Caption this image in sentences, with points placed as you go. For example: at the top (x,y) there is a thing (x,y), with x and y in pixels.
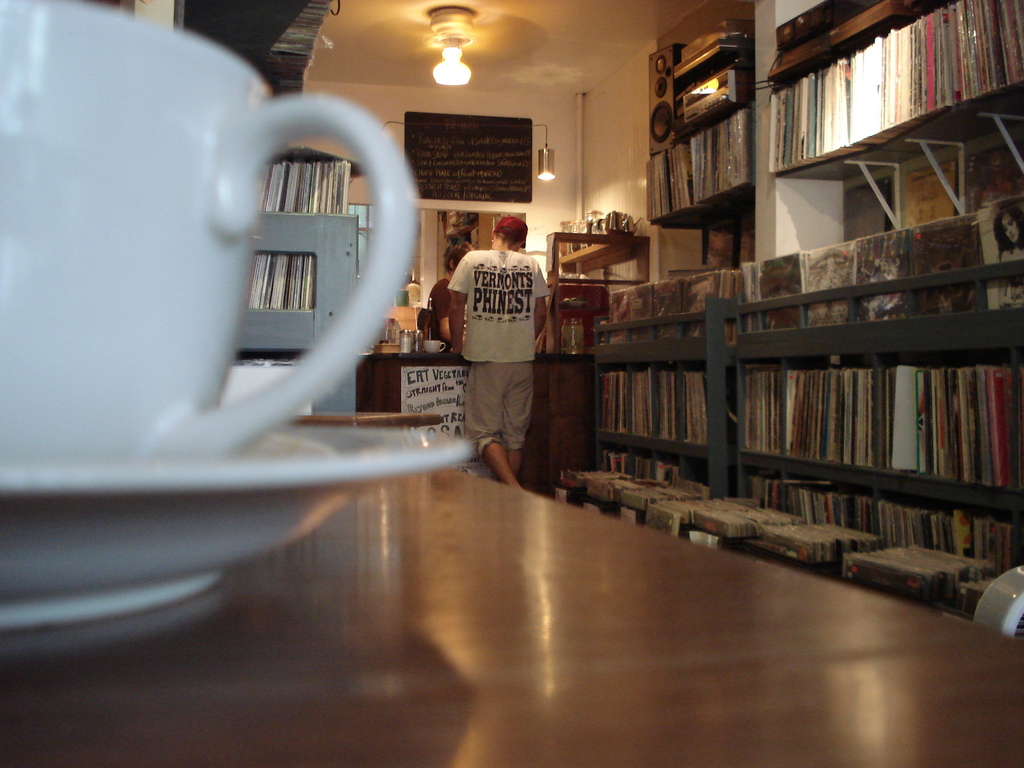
This image consists of record racks (841,312) in which there are so many records (928,425). There is a light (454,50) on the top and there is a black board (461,153) on the top (459,173). There are two persons (478,323) standing, in between them there is a table (396,363) and on the table (455,365) there is a cup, jar (416,341). There is a table (477,511) in the front (239,492) on which there is a cup (191,394) and saucer (312,435).
